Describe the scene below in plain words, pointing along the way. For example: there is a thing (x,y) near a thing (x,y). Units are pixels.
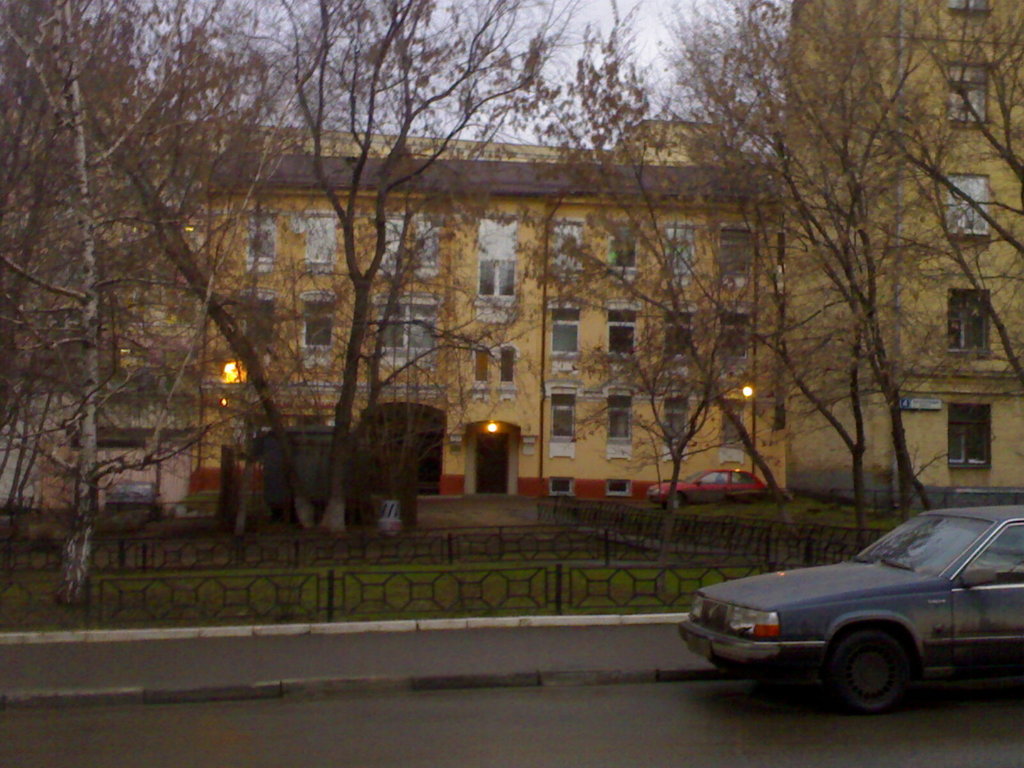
In this image I can see the road (608,728), a car (864,628) on the road (673,739), the railing (524,589) and few trees (128,257). In the background (560,302) I can see a building (514,322) which is cream in color, few lights (491,428) to the building (444,396), a car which is red in color, few windows (674,413) of the building (499,342) and the sky (571,97).
